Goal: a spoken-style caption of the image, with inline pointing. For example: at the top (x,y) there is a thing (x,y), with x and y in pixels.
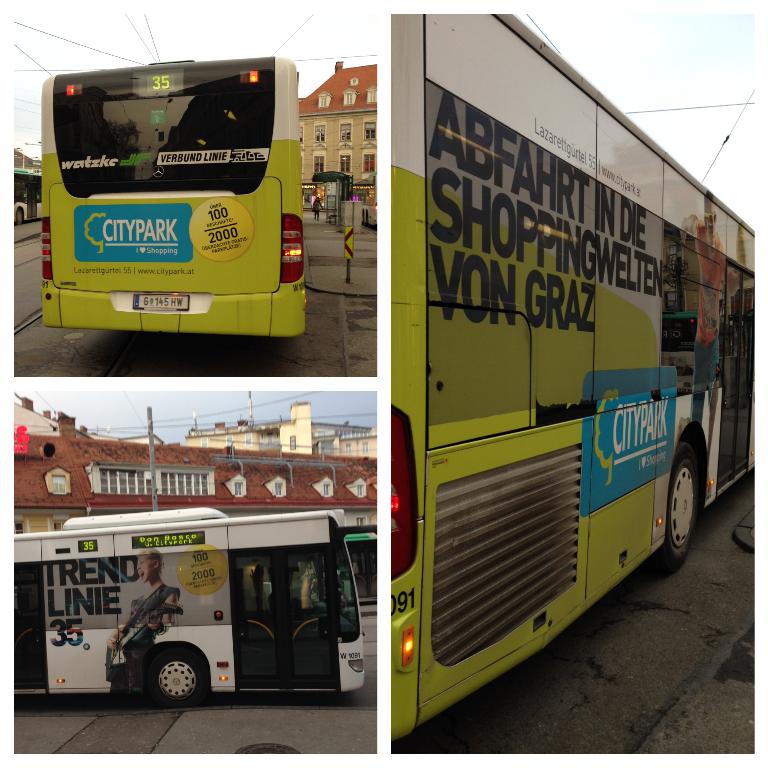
In this image I can see a bus (177,248) which is green, blue, black and white in color on the road (201,753). In the background (323,146) I can see a building (214,507), a pole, few wires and the sky (651,92).
